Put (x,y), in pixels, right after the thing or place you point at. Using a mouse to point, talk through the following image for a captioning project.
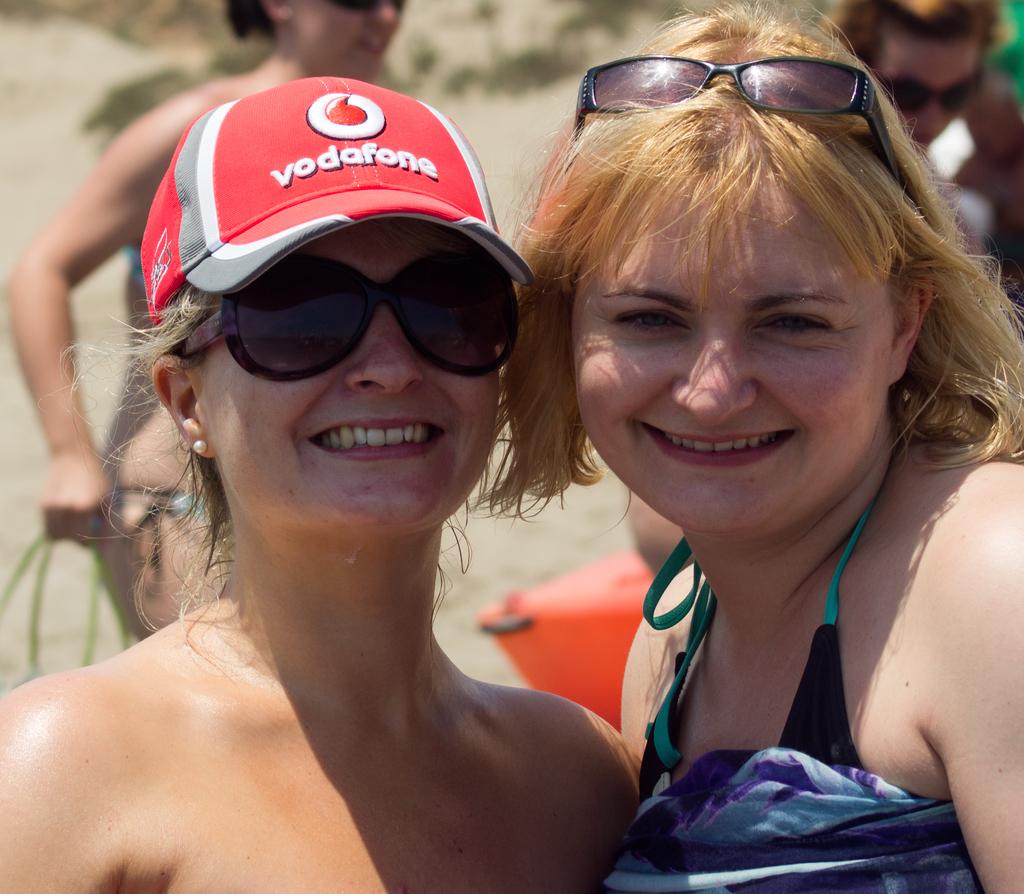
Here in this picture we can see two women (336,571) present and both are smiling and the woman (361,260) on the left side (311,241) is wearing a cap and goggles (312,269) on her and we can also see spectacles (777,88) on the woman (851,131) on the right side (845,105) and behind them also we can see people (166,621) standing over there.
